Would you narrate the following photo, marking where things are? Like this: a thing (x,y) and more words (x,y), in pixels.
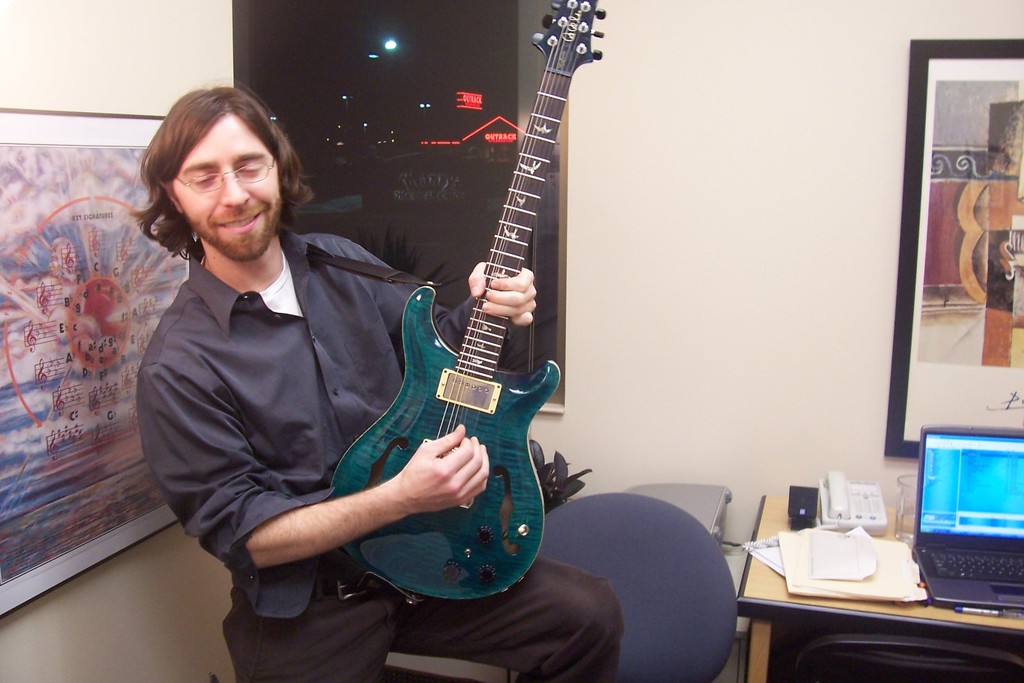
This man (362,414) is sitting on a bench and playing guitar (449,402). On wall (871,198) there are different type of photos (103,198). On this table (885,605) there is a telephone (834,502), papers (845,552), glass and laptop (990,522). We can able to see chair (622,535) and plant (553,476).
